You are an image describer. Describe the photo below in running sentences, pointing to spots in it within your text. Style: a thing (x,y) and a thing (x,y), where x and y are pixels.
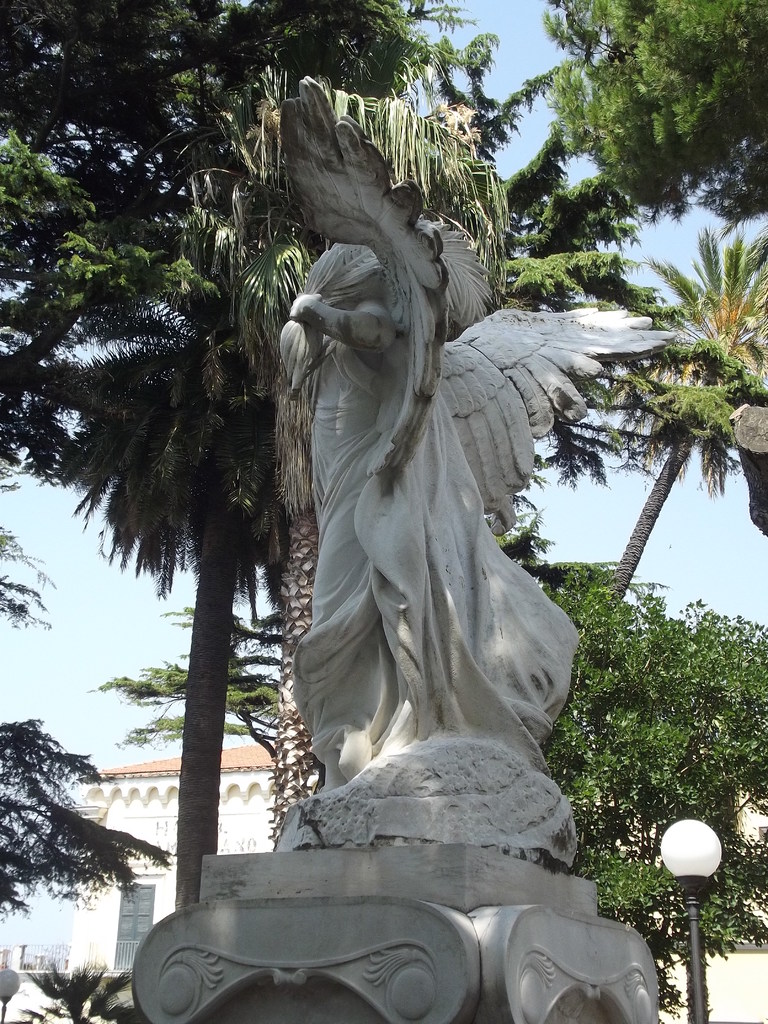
In the image there is a statue (467,355) in the middle (409,636) with a street light (692,843) beside it and behind there are trees (131,381), followed by buildings (170,823) in the background (125,809) and above its sky (533,50).
